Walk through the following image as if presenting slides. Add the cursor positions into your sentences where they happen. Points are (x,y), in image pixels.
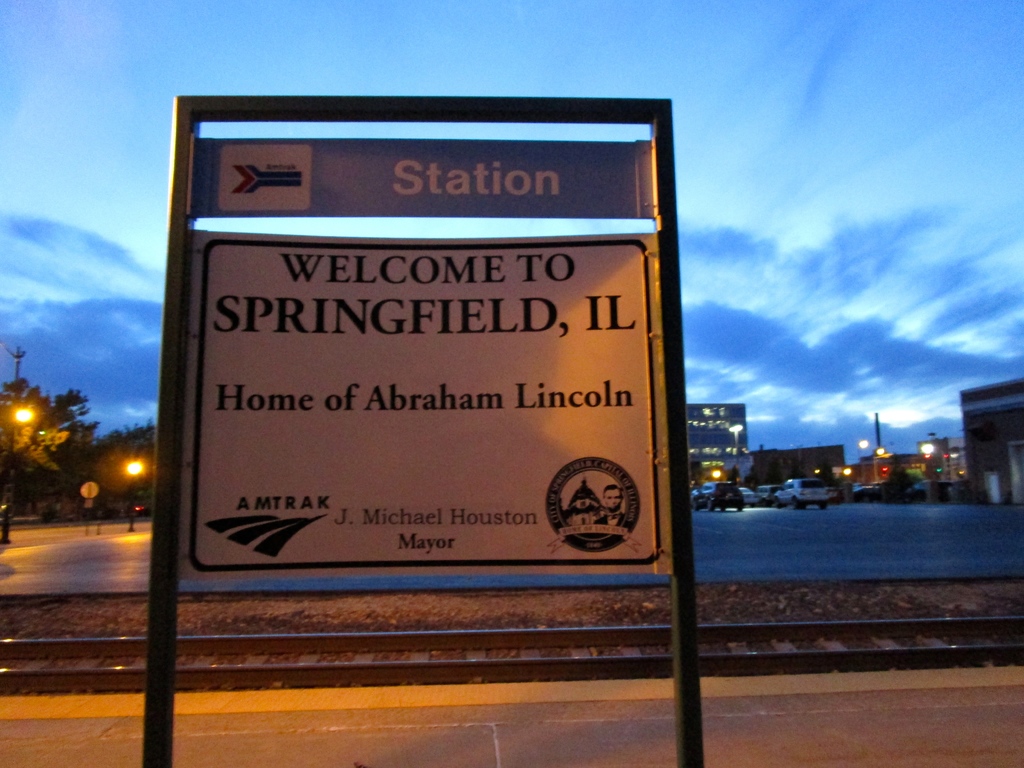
In this picture there is a sign board (483,399) on the platform (616,681), beside that I can see the railway tracks (472,630). In the back (611,578) I can see some cars (732,502) were parking area (738,504). In the background (77,416) I can see many buildings (962,469), trees (20,449), street lights (23,416), poles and towers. At the top (830,71) I can see the sky (813,73) and clouds (971,325).
